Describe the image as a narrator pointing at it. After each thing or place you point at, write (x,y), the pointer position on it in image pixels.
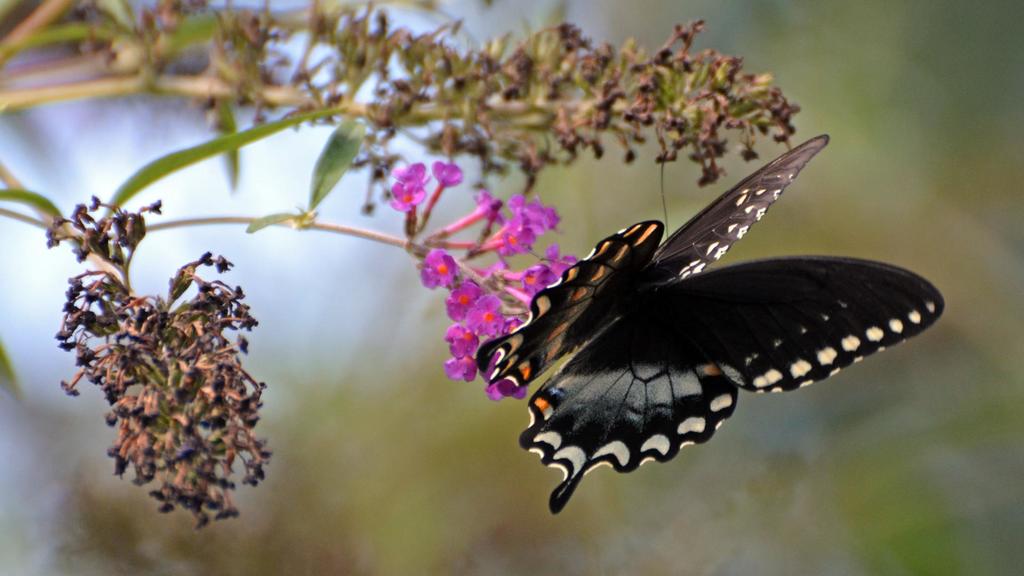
In this picture I can see there is a butterfly (555,359) on the pink color flower (493,337) and there is a plant (126,413) at left side (179,469) and the backdrop (858,489) is blurred, the butterfly (755,316) is in black color.
